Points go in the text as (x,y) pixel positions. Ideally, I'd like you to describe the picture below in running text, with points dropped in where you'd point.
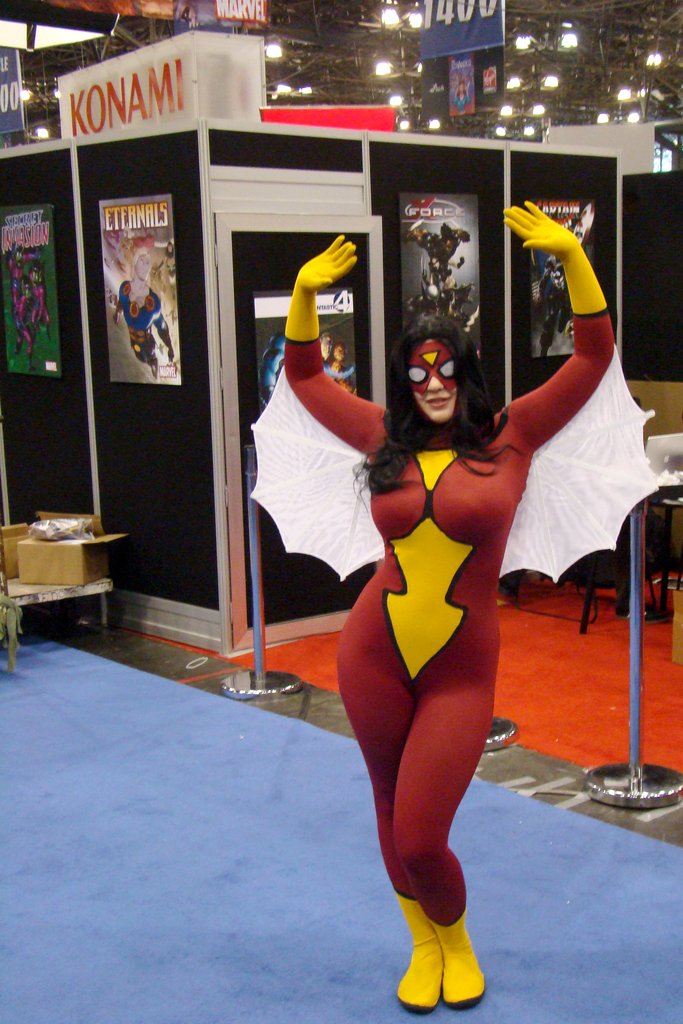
In the image we can see a woman (438,642) standing and wearing the costume (420,605), and she is smiling. Here we can see the poster (163,260), pictures (131,265) and text (45,368) on the poster (125,326). Here we can see the pole (632,759), carton boxes (97,558), floor (197,818) and the lights (534,112).
